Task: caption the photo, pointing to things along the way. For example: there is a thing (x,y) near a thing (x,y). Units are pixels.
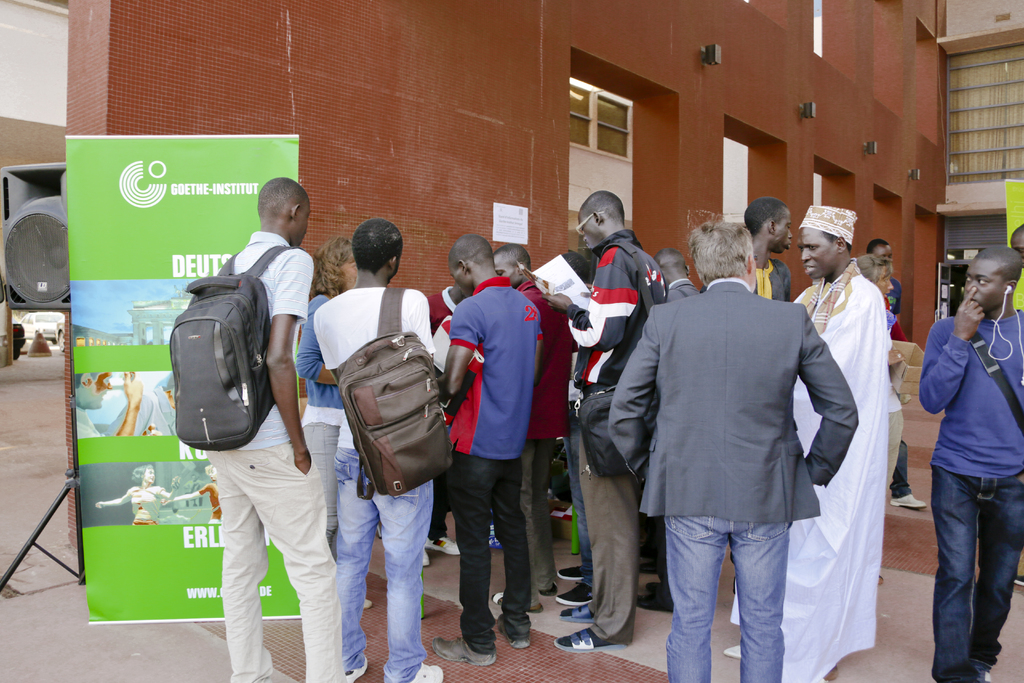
This picture is clicked outside. In the center (608,353) we can see the group of persons (724,244) seems to be standing on the pavement (549,616). On the right corner (995,307) we can see a person (966,406) wearing blue color t-shirt (985,388) and seems to be walking on the ground (932,518). In the center (598,353) we can see another person (604,342) wearing black color dress (618,321), holding a book (583,303) and standing on the pavement (620,658). On the left (176,497) we can see the two persons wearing backpacks (260,402) and standing on the pavement (440,603) and we can see the text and some pictures (159,387) of persons (127,416) and a picture (120,334) containing a building (140,313) and some other objects (138,194) on the banner (114,316) and we can see a speaker (65,233), metal rods (47,516), vehicle (38,315) and some other objects (45,348). In the background (175,66) we can see the buildings (189,46), windows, door (939,276), window blind (984,157) and some other objects (1008,237).
